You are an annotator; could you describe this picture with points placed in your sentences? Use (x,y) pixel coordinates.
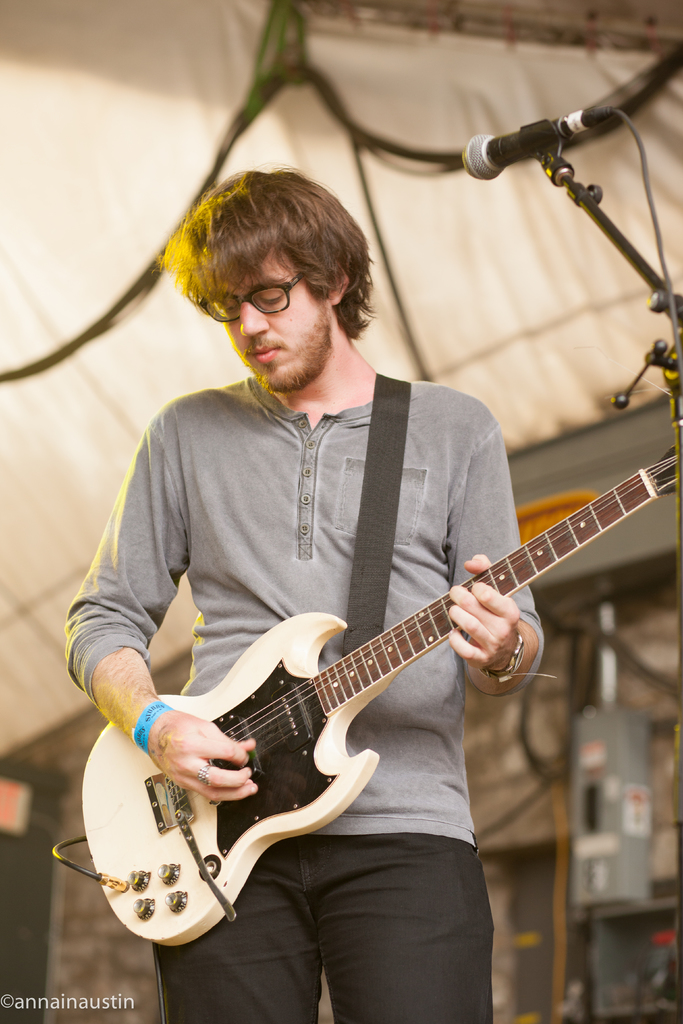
As we can see in the image there is a man (422,823) holding guitar (384,677) and there is a mic (503,149).
